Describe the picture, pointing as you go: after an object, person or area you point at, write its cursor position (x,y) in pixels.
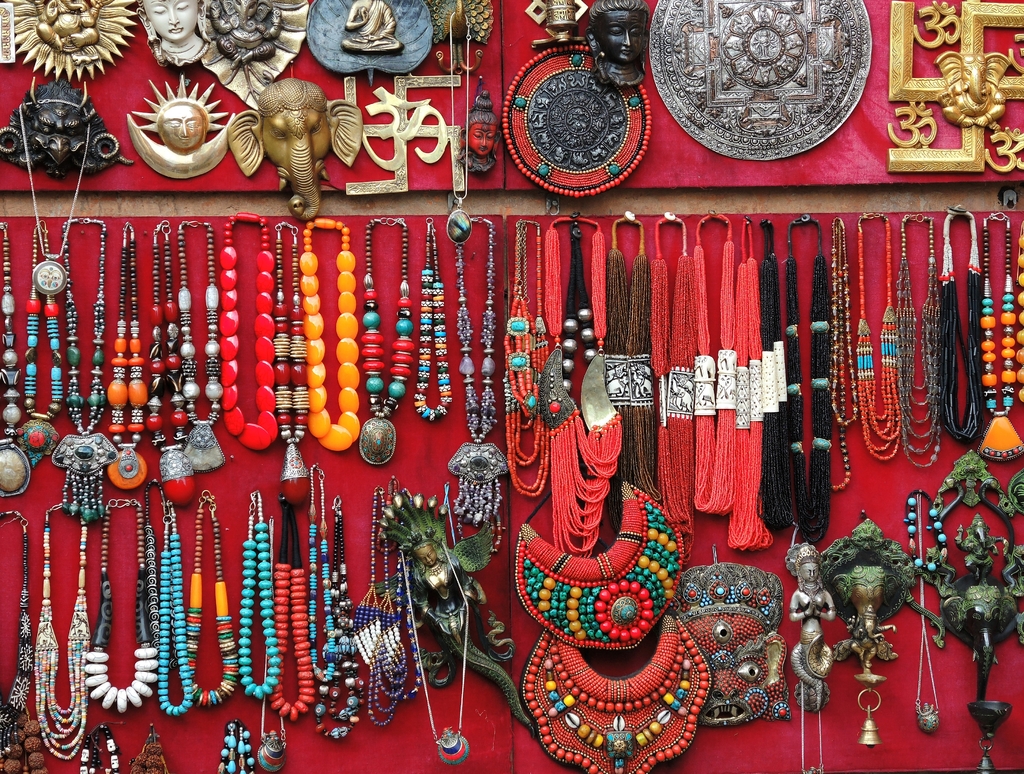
In this image there are many neck pieces (385,686) and antique pieces (278,90) on the board (918,216). There is a red colored cloth (486,235) on the board (916,617). There are many antiques (833,5).
